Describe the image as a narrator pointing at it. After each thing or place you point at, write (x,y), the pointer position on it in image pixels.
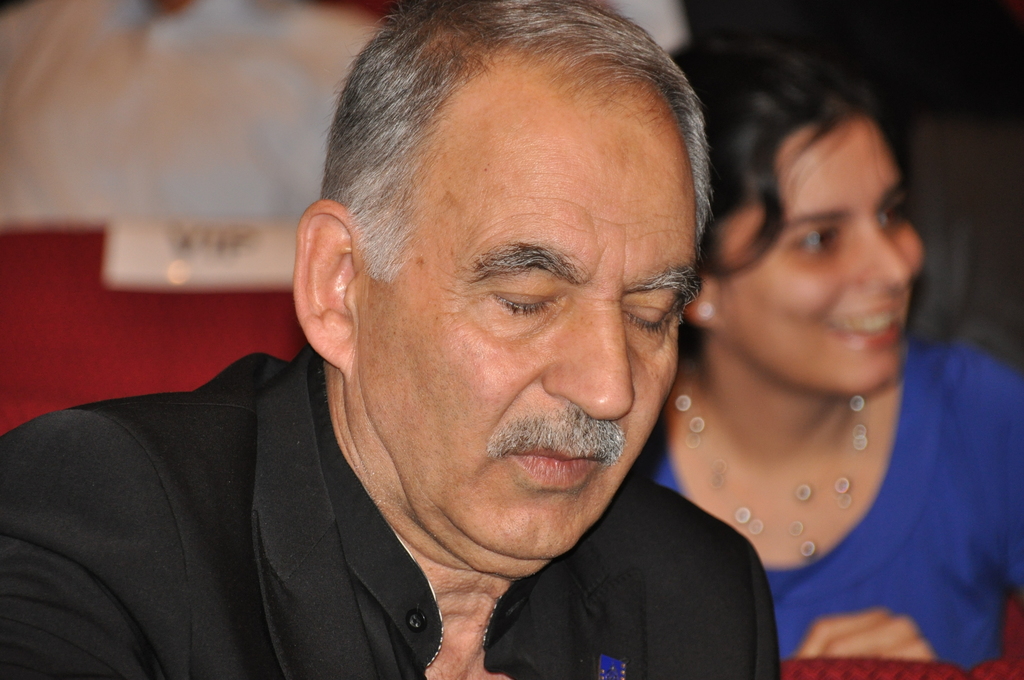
In this picture we can see there are two people (698,488) and behind the people (724,452) there is a blurred background (966,196).
